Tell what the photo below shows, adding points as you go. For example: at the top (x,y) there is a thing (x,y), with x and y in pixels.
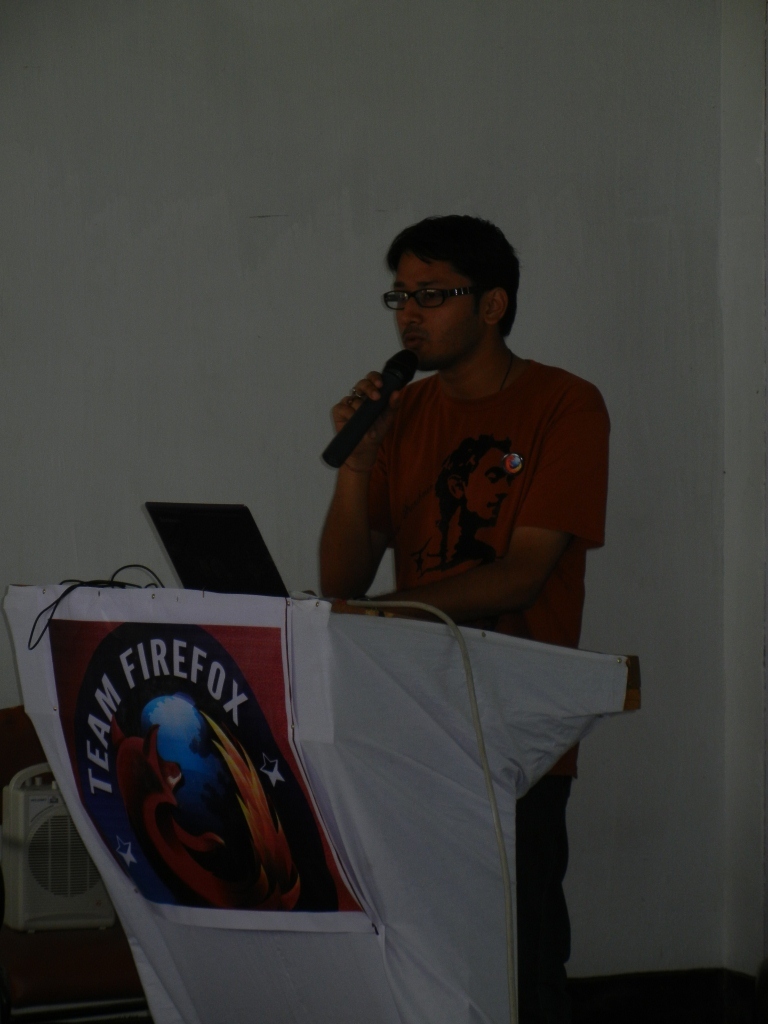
This image is taken indoors. In the background (248,168) there is a wall (683,540). At the bottom of the image (666,999). There is a floor (650,1002). In the middle of the image (334,678) there is a podium (362,766) with laptop (221,569) on it. There is a board (154,780) with a text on it. A boy (508,628) is standing and talking. He is holding a mic (357,440) in his hand (368,433). On the left side of the image (54,849) there is a device (42,920).
